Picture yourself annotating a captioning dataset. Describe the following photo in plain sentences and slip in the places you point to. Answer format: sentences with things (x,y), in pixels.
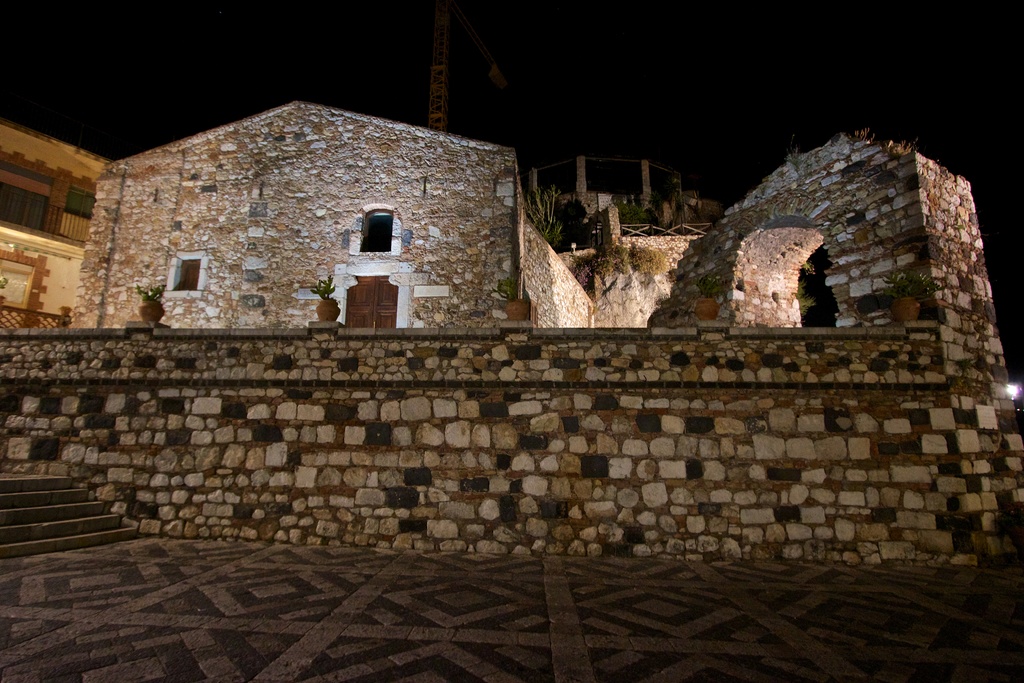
This is an image clicked in the dark. At the bottom (251,623), I can see the ground (94,601). On the left side (34,503) there are few stairs (35,532). In the middle of the image (561,295) there is a building (366,246) and there is a wall (303,465). The background (600,131) is in black color.
